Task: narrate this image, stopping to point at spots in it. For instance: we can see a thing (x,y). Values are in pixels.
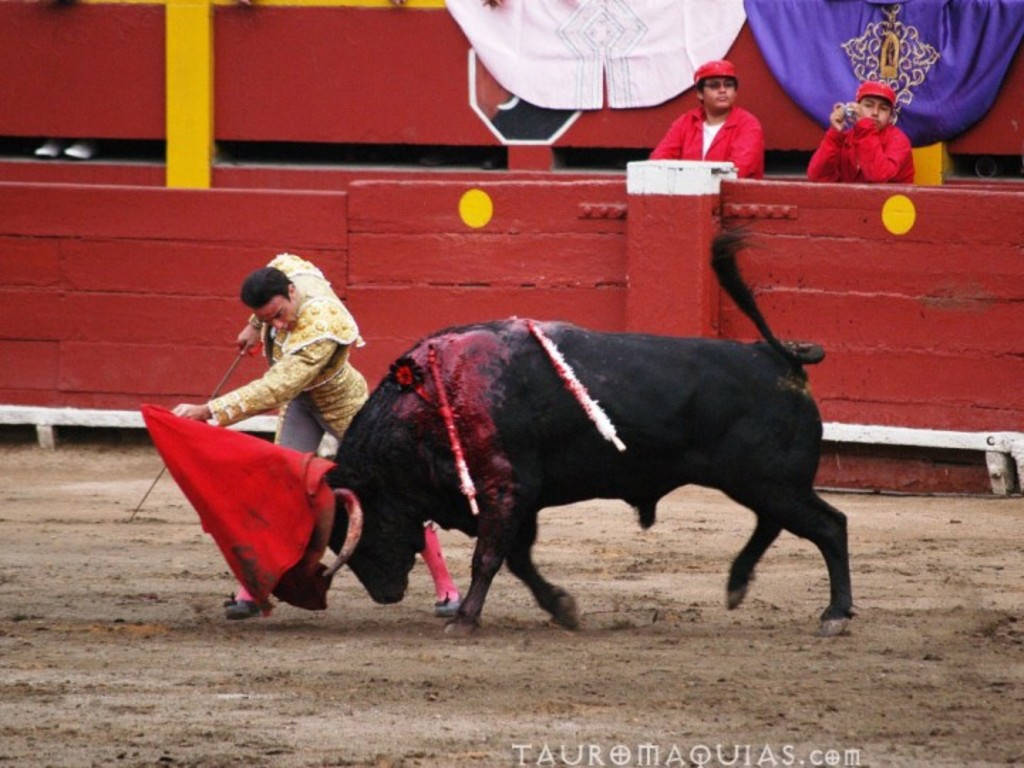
In the image we can see there is a wounded bull (640,435) standing and beside him there is a man (306,382) standing and he is holding a stick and a red cloth (232,475) in his hand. Behind there are spectators (872,142) standing and a man (857,143) is holding camera (844,114) in his hand (860,117). There are boundary wall (445,281) in red colour.
